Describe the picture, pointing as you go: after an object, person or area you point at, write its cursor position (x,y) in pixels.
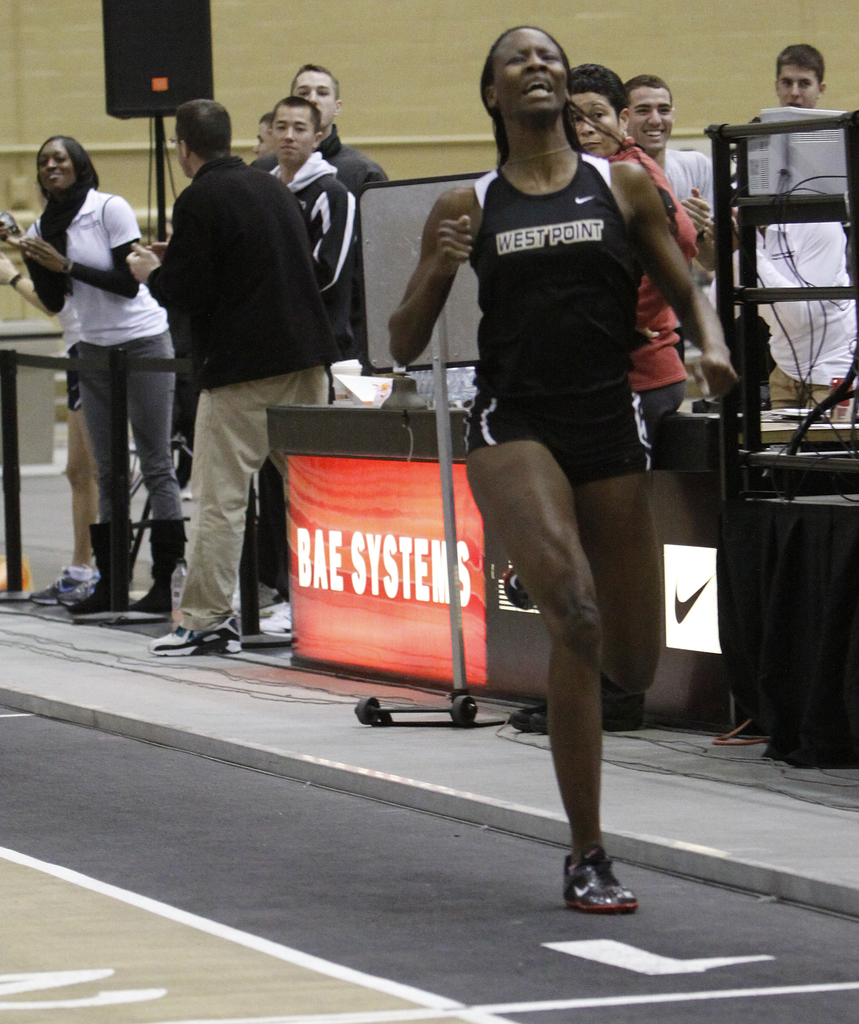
In this image I can see few people (494,186) standing. Back I can see few objects (415,400) on the table (407,452). I can see speaker (130,27), stand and wall (379,89).
